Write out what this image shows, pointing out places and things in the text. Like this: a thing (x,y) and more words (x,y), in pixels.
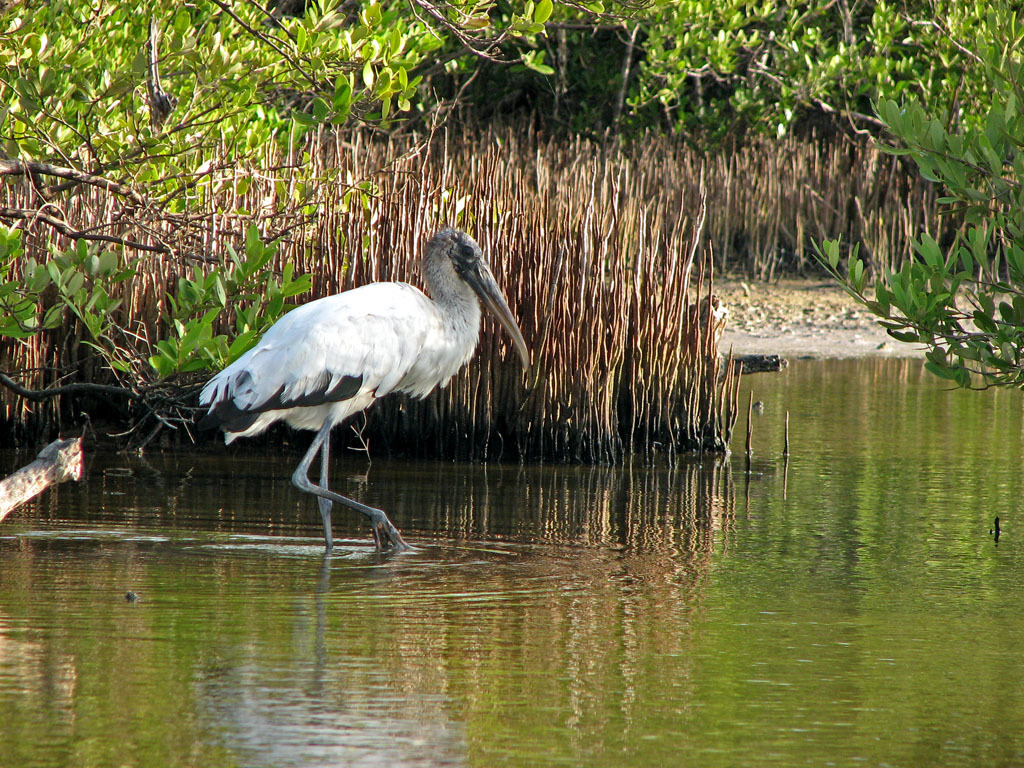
In this image, I can see a wood stork (358,397) in the water (297,549). In the background (225,335), there are plants (404,110) and trees (626,20).
